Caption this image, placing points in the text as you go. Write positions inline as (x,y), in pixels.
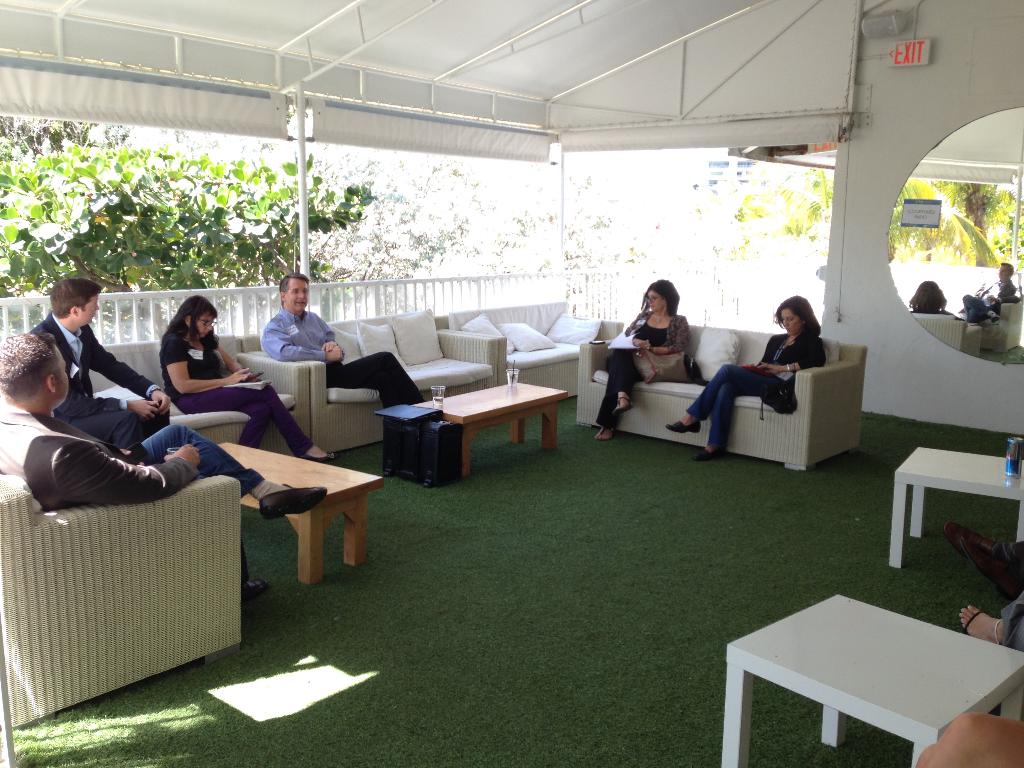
In the picture there are some sofas (765,450) and a group of people (230,468) are sitting on them, there are two tables (308,467) in front of the sofas (313,400) and behind the people (59,350) there is a white color fencing (224,302) and behind the fencing (326,304) there are many trees (458,208) and in the right side (948,258) there is a mirror (945,272).
